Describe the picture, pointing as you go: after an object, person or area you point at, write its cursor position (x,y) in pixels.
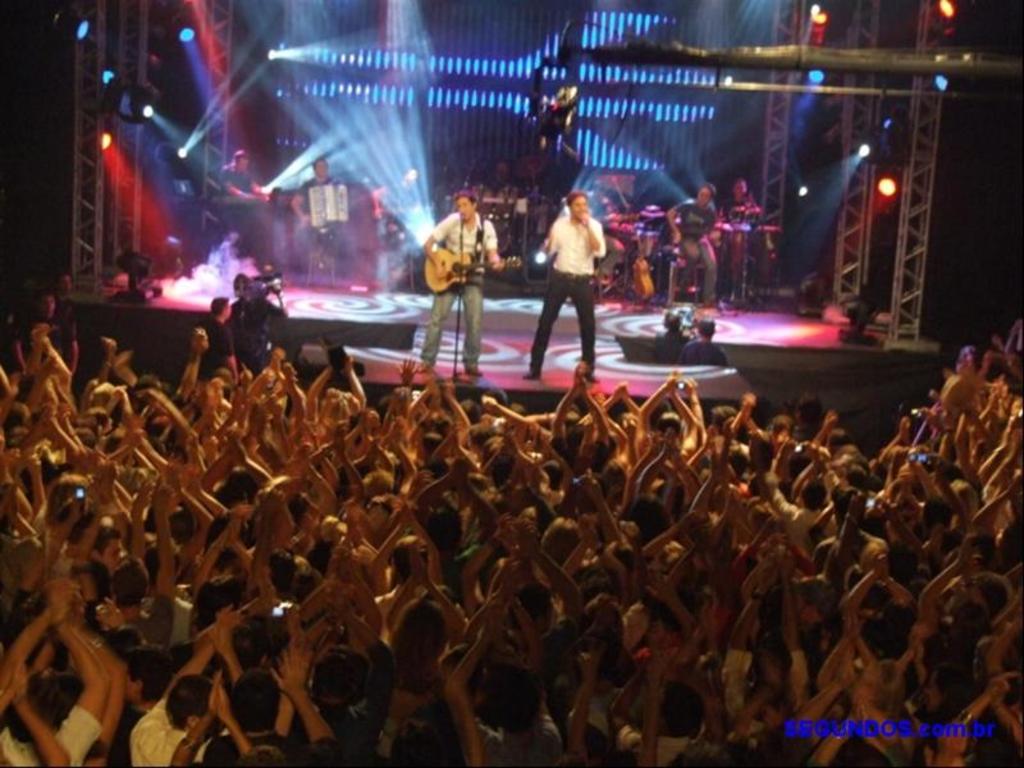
In this image we can see a crowd (416,471) of people (408,442), among them some people (585,216) are playing the musical instruments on the stage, also we can see some focus lights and pillars (102,103), in the background (490,52) it looks like the wall (490,52).
